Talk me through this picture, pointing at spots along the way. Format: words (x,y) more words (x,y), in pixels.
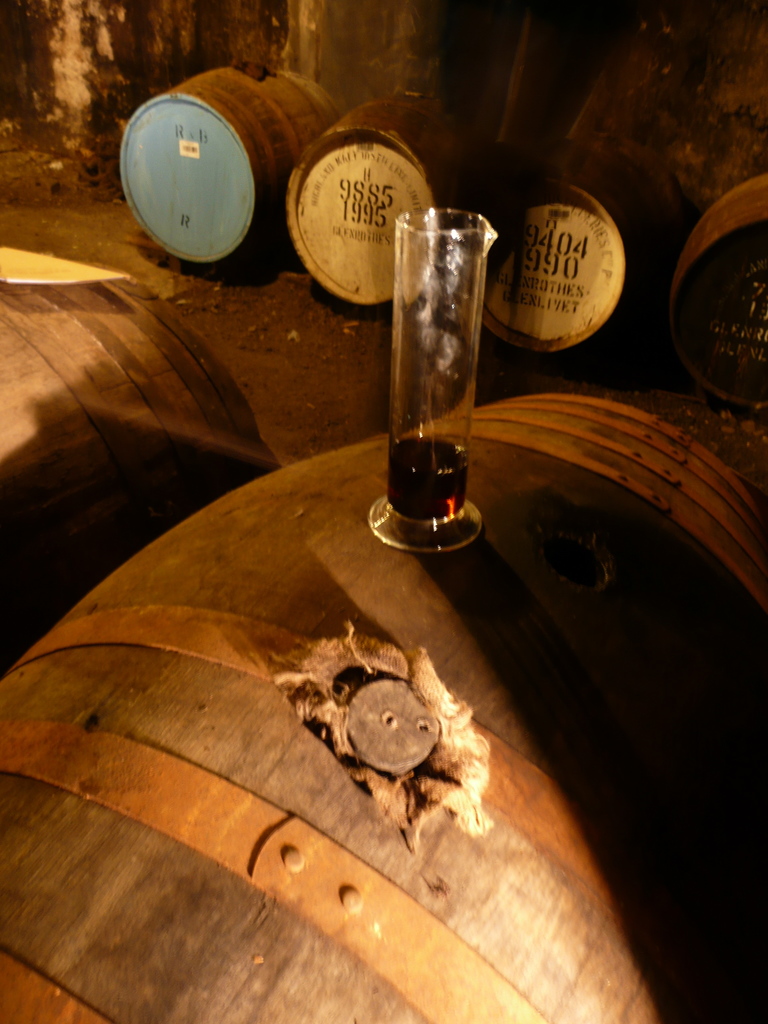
In the center of the image (432,343) there is a test tube (428,299) on the barrel (347,583). In the background (716,159) we can see barrels (685,285) and wall (579,72).
